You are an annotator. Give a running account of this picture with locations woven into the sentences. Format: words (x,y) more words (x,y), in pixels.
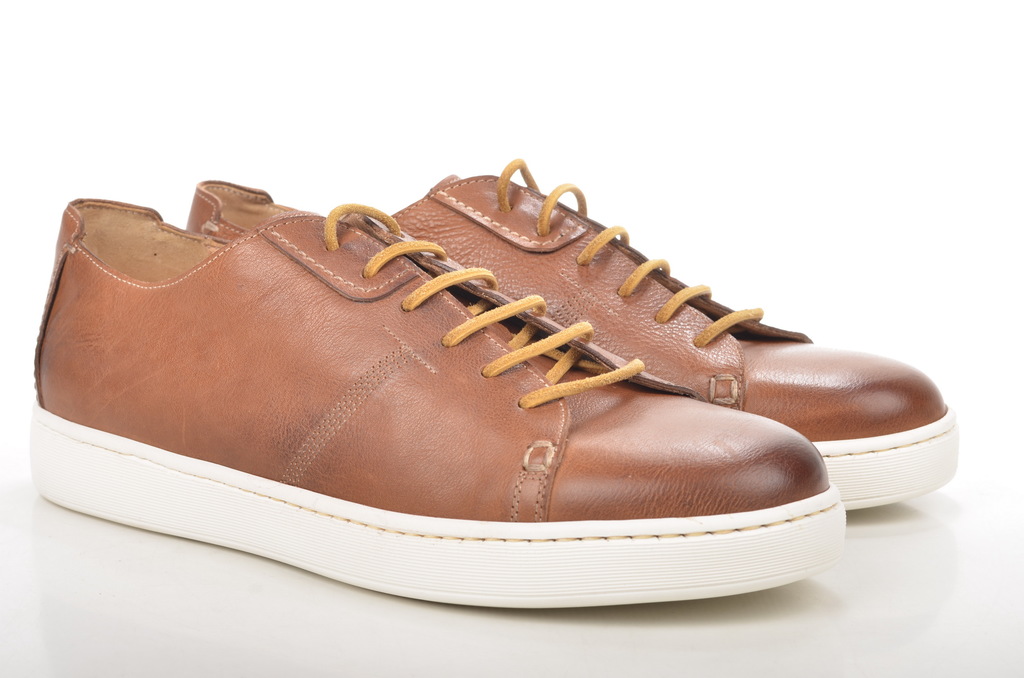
In this image there are shoes (416,551) on the white color surface (229,639).
